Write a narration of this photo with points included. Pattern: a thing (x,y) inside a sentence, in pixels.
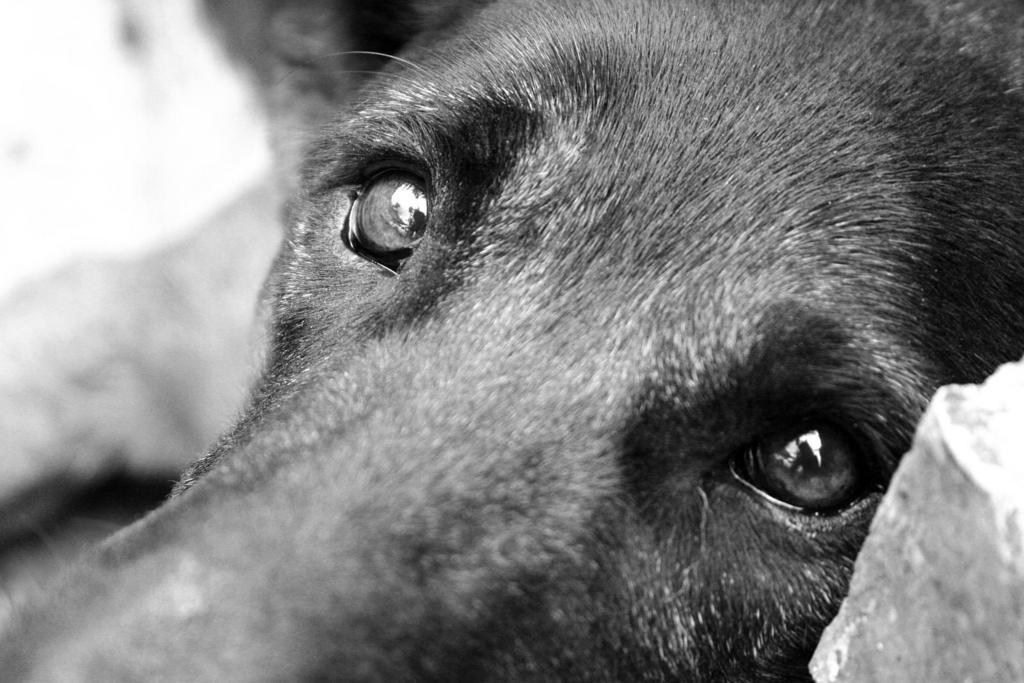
This is a zoomed in picture. In the foreground (332,457) we can see the head (463,291) and the eyes (403,221) of an animal (567,399) seems to be a dog (773,380). The background of the image (168,91) is blurry.
